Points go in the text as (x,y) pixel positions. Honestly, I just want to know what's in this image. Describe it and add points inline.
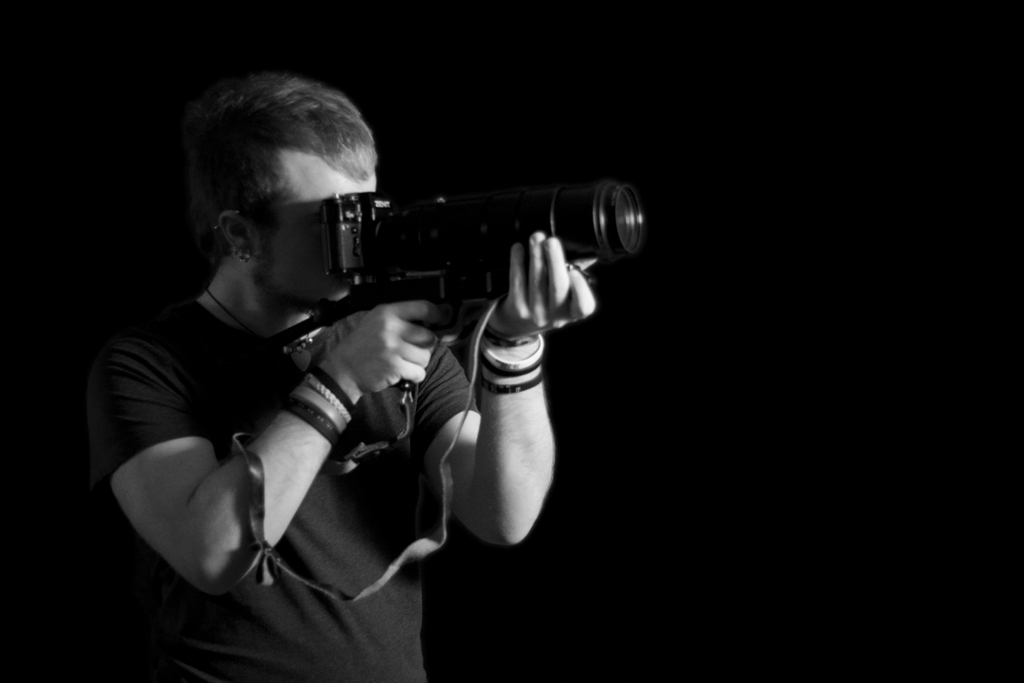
Background (345,23) is completely dark. This is a black and white picture and we can see one man (181,491) standing and holding a camera (488,197) in his hand (541,257) and recording. He wore wrist band (313,412) to his both hands (440,311).
